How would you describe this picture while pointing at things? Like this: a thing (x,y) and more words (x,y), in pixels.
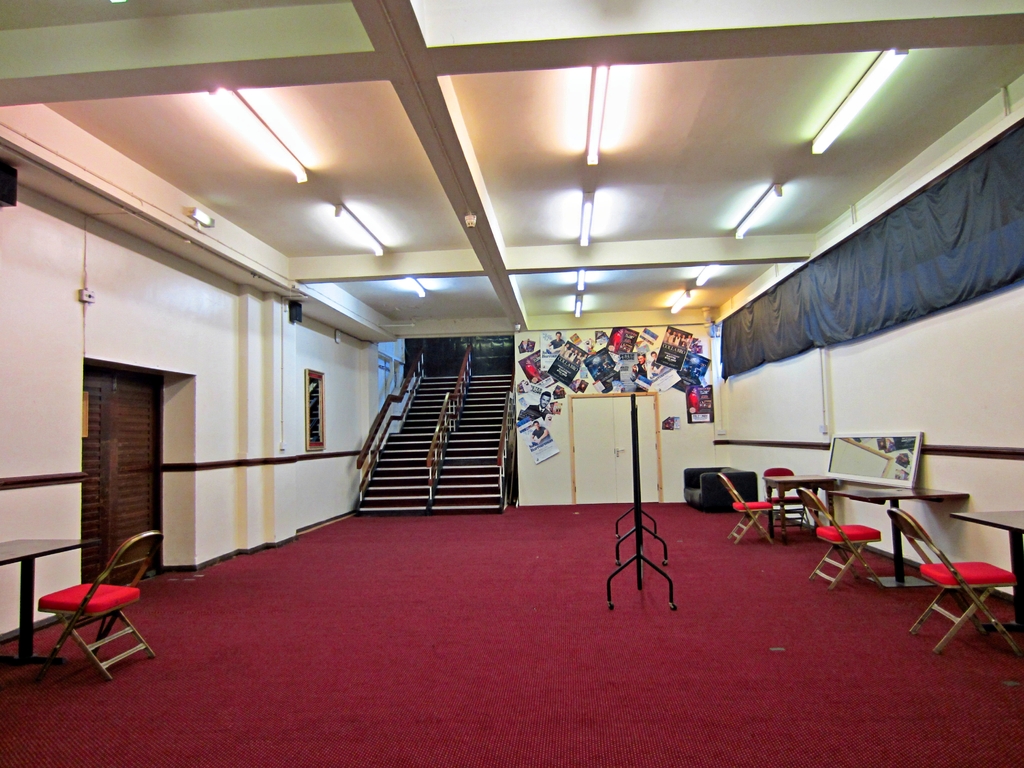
In this image we can see some chairs (745,530), tables (919,497) and the stands (650,561) which are placed on the floor (699,649). We can also see a board (906,440) on a table (905,491), a frame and some papers (538,442) attached to a wall (334,491), the doors (616,399), the staircase (461,458), a curtain (942,306) and a roof (613,239) with some ceiling lights (591,152).
